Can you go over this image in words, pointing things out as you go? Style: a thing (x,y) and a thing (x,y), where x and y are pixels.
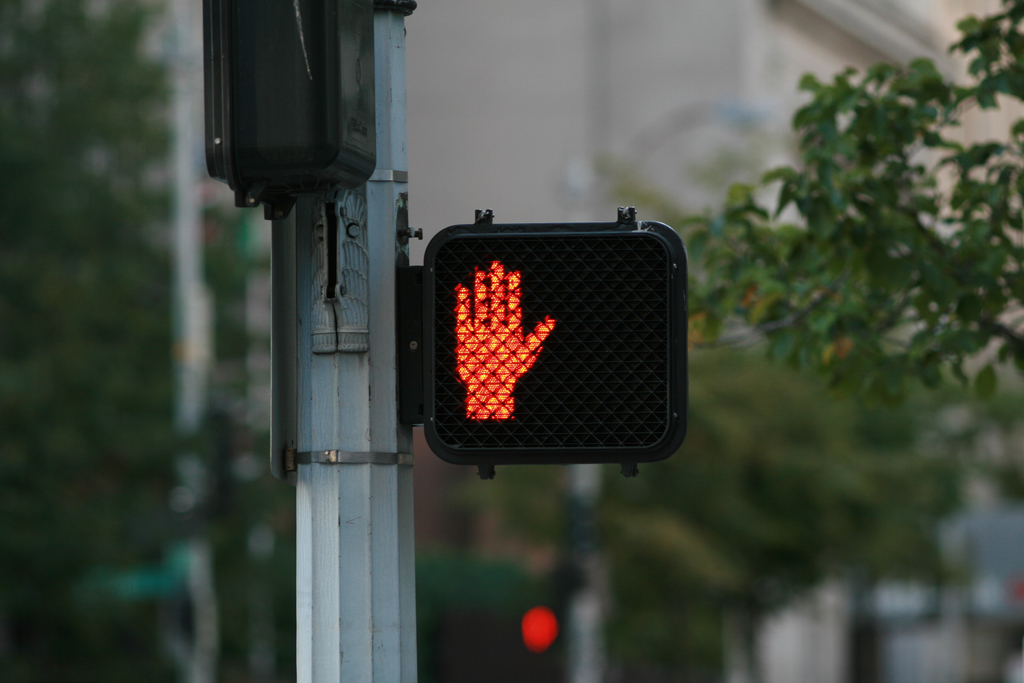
In this image, in the middle (410,419), we can see a traffic signal (591,407) and a pole (378,570). On the right side (921,315), we can see some trees (872,193). In the background (76,398), we can see a building (970,658), trees (76,398), pole (582,619).
